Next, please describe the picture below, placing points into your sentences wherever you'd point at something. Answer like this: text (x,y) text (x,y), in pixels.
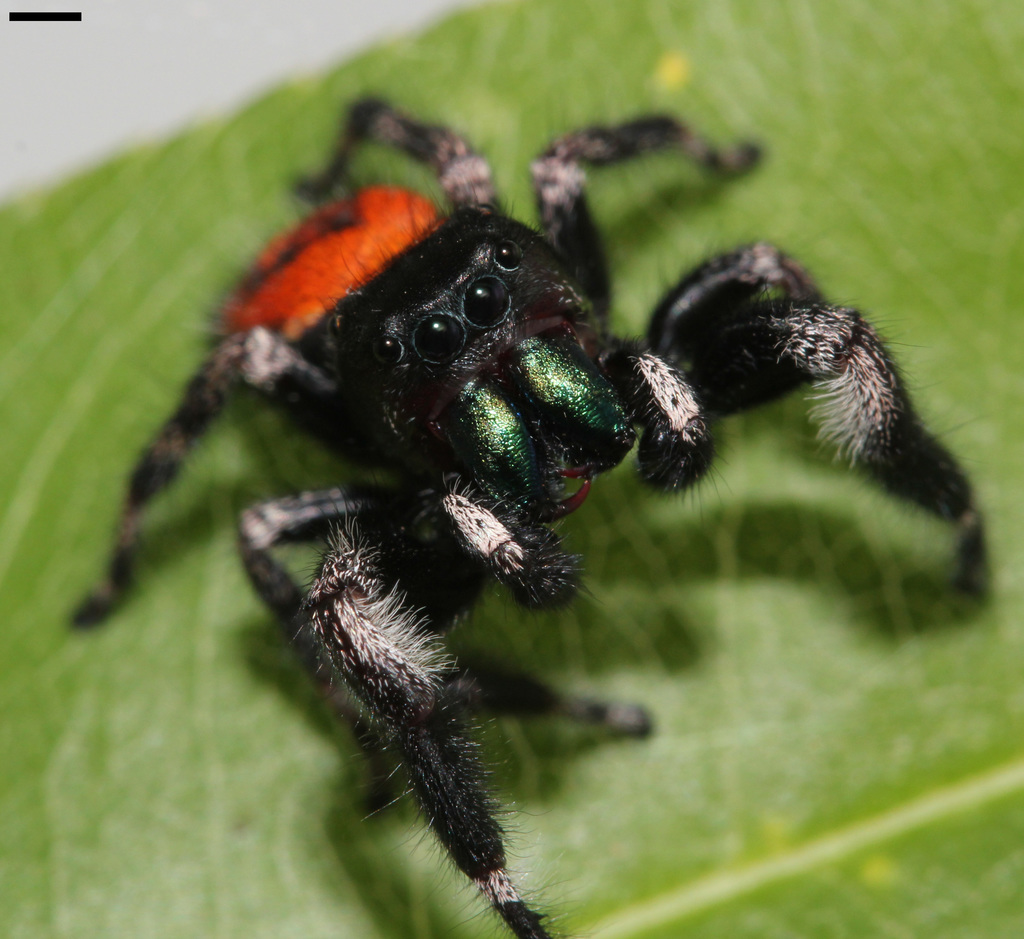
In the center of the image (555,417) we can see spider (460,497) on the leaf (182,548).
